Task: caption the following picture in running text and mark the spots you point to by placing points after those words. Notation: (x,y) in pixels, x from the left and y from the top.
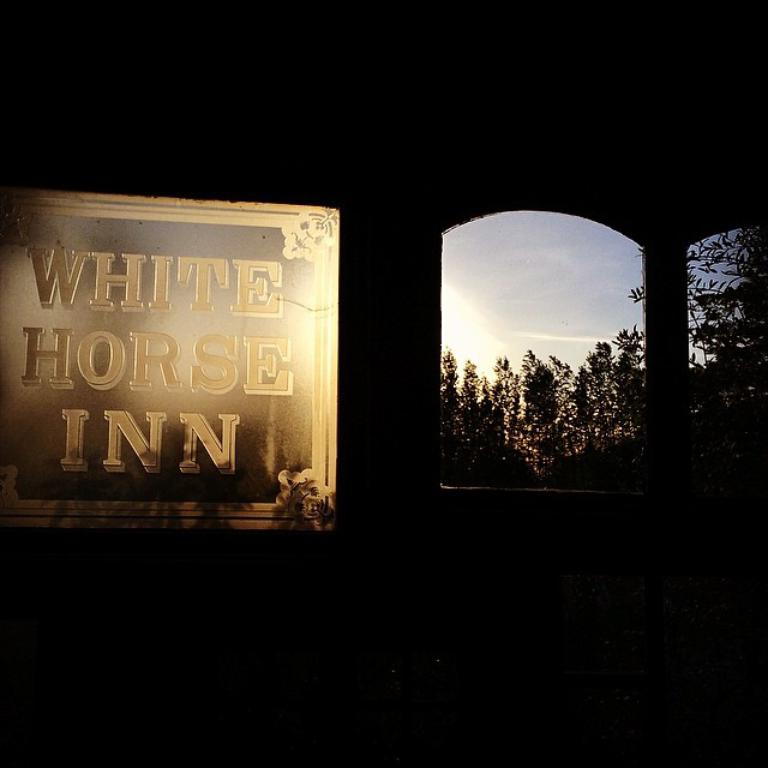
In this image we can see some trees (745,446), there is a board (96,318) with text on it, also we can see the sky (552,263) and the background (624,590) is dark.
